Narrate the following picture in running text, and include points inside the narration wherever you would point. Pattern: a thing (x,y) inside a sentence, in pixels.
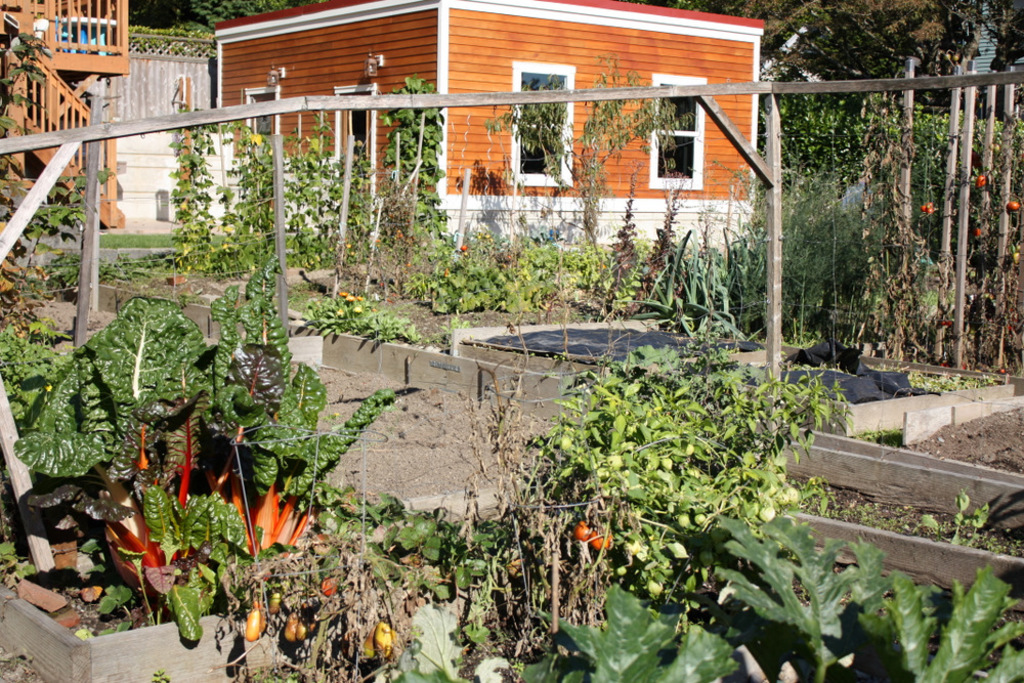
In this picture we can see some plants (658,469) at the bottom (649,460), in the background (785,10) there is a house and trees (533,135), we can also see grass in the background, there are some fruits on the right side (979,229).
